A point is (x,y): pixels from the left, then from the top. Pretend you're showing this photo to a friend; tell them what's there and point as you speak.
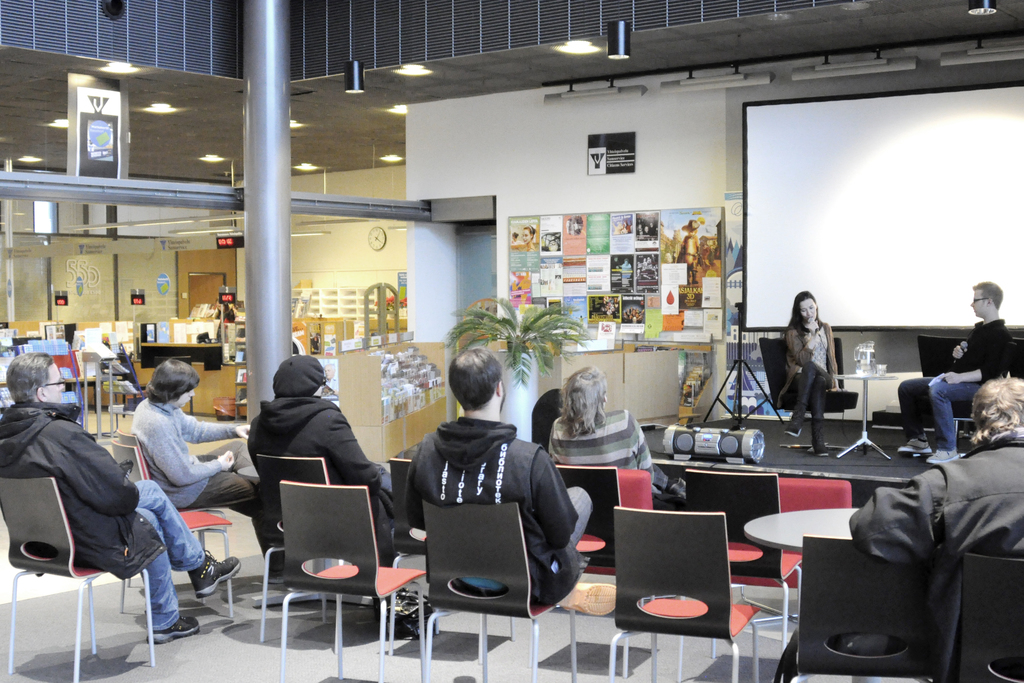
In this image i can see a group of people (352,469) who are sitting on a chair (626,598). I can see there is a projector (883,194), a white color wall (625,179) and a pillar (259,148) on the floor (250,643).
